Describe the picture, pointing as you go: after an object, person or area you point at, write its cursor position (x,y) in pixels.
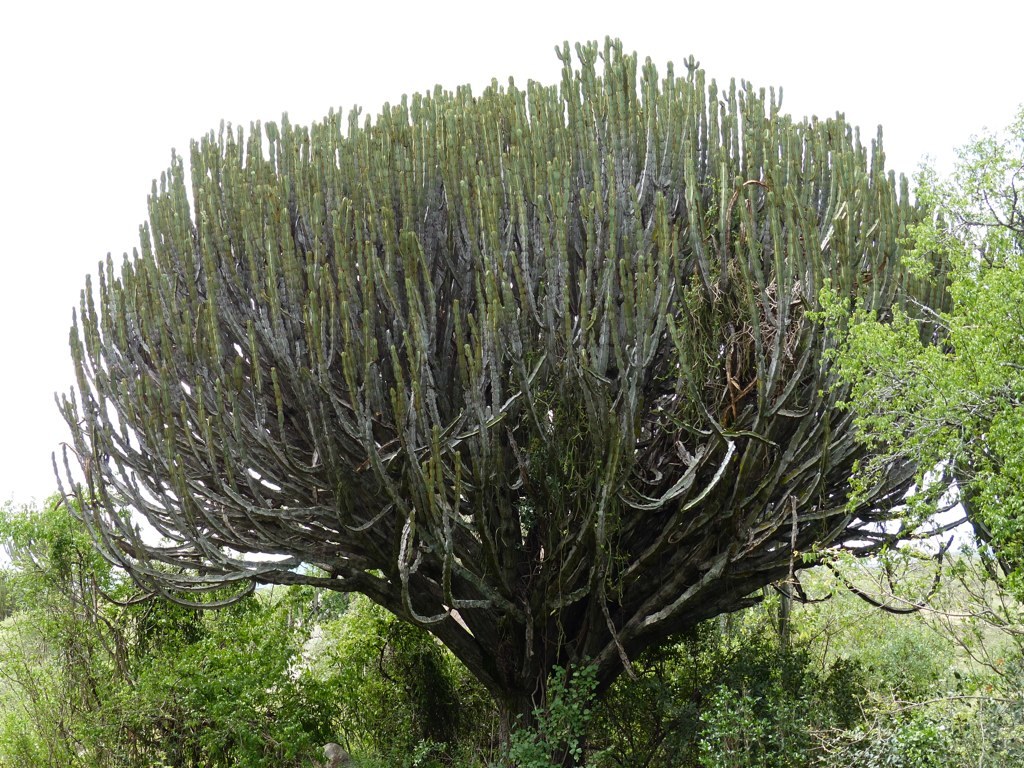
There is greenery (570,241) in the foreground area of the image (518,396) and sky (470,10) in the background area (427,23).
